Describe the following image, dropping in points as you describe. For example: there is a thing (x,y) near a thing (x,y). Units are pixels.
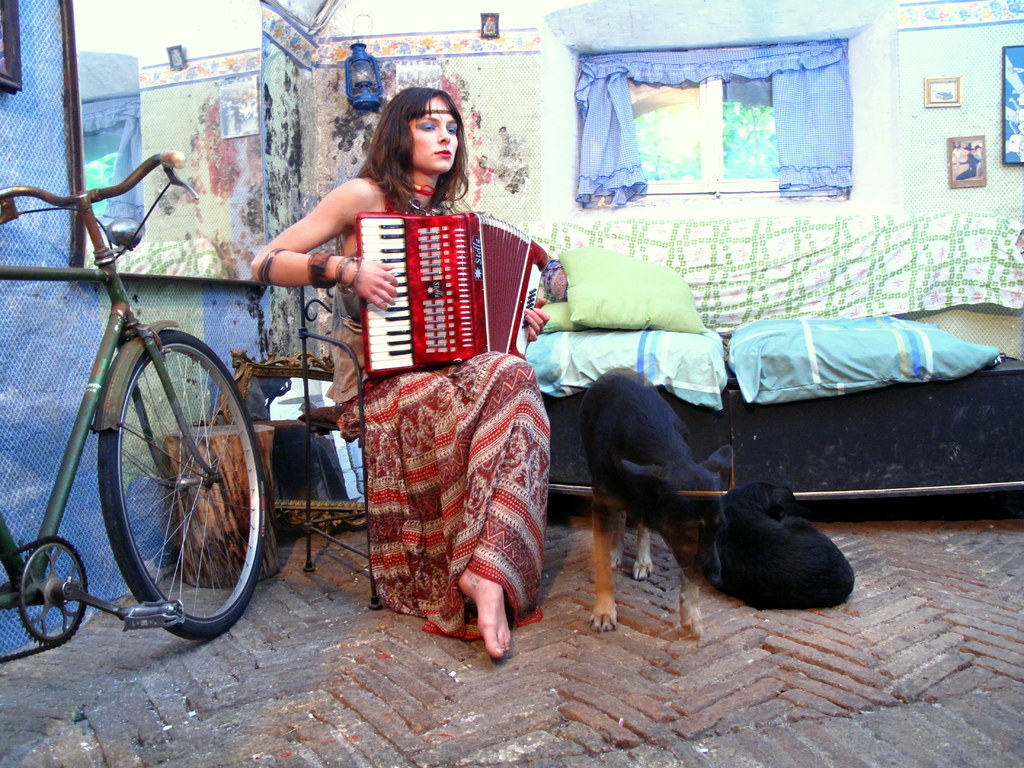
A person (414,612) is sitting on a chair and playing a red color accordion (491,309). There is a bicycle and a mirror (128,25) on the wall (30,394) at the left (185,241). At the right (815,537) there are 2 black dogs (801,533). Behind her there are pillows (660,353), window (665,151), curtains (786,96), photo frames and a lantern (368,91) is hanging on the wall (347,115).
